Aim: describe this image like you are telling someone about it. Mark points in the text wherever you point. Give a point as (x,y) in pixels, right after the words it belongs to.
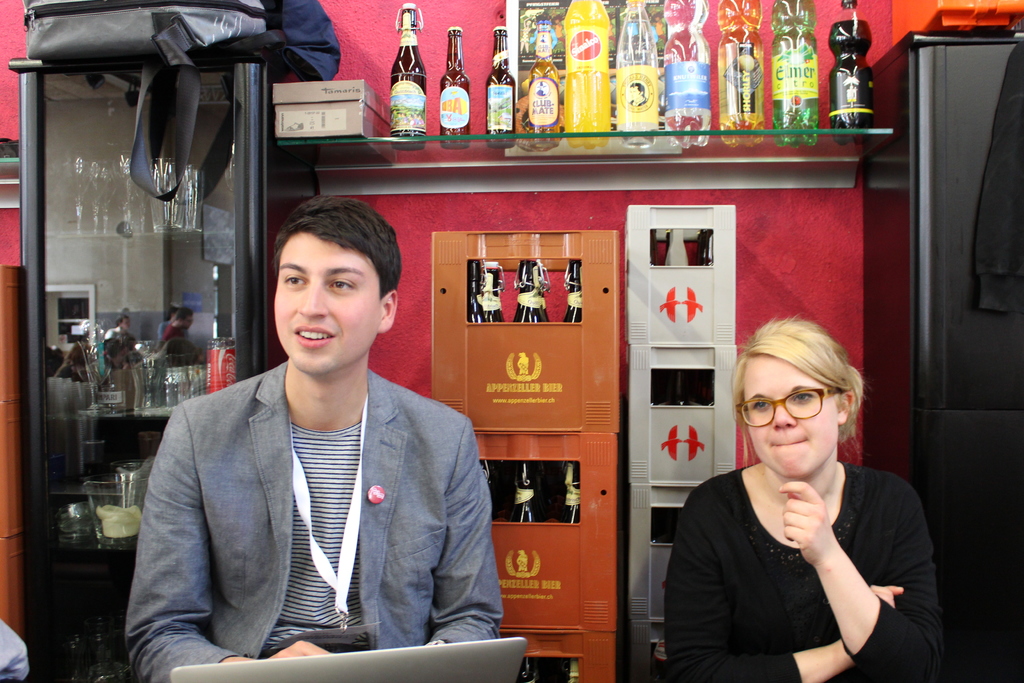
In this picture, we see a man (323,524) and the women (729,549) are sitting on the chairs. In front of the man (349,600), we see a laptop (361,658). Behind them, we see the cool drink cases (441,359) which are in orange and white color. On the right side (955,598), we see the refrigerator (914,321) and behind that, we see a red wall (806,235). At the top (360,105), we see a glass rack (445,143) in which box (322,108), glass bottles (507,88) and the cool drink bottles (575,91) are placed. On the left side (203,146), we see the glass cabinet (103,336) on which the bag (99,43) is placed. This picture might be clicked inside the room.
